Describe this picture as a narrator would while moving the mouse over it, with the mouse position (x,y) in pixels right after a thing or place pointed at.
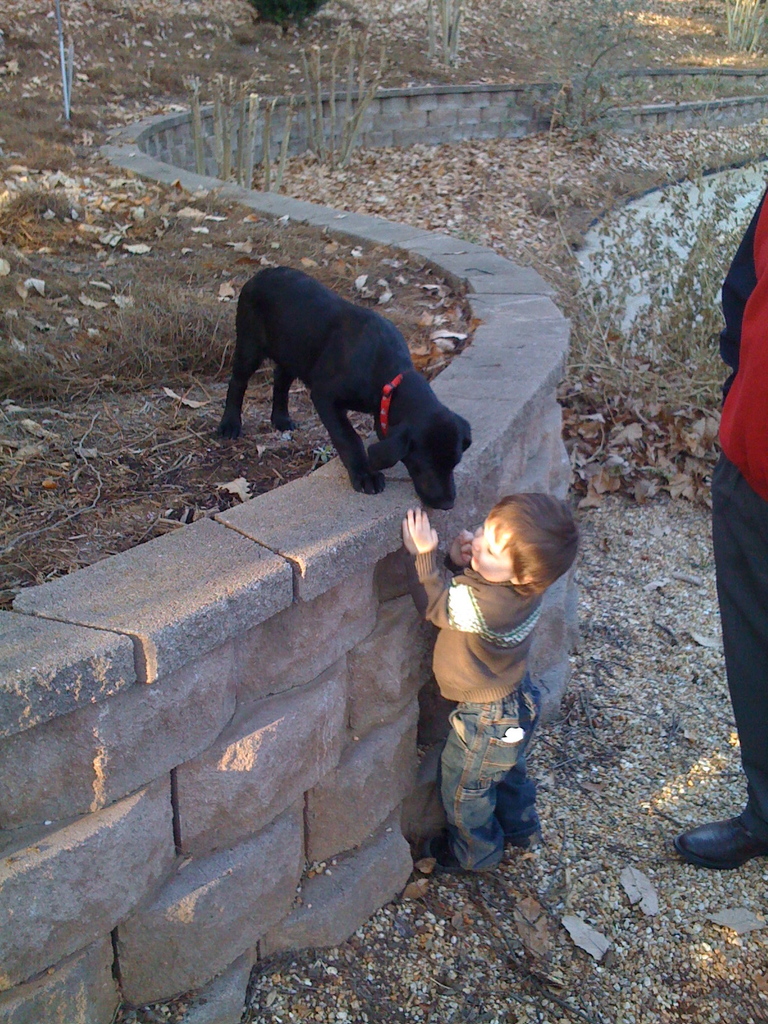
There is a small boy (458,575) standing near the brick wall (537,413). On the wall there is a black dog (325,399). Near to the boy (517,784) a person (724,643) is standing. In the background (641,354) there are small plants (312,140). On the floor (331,197) there are dried leaves (561,214).
